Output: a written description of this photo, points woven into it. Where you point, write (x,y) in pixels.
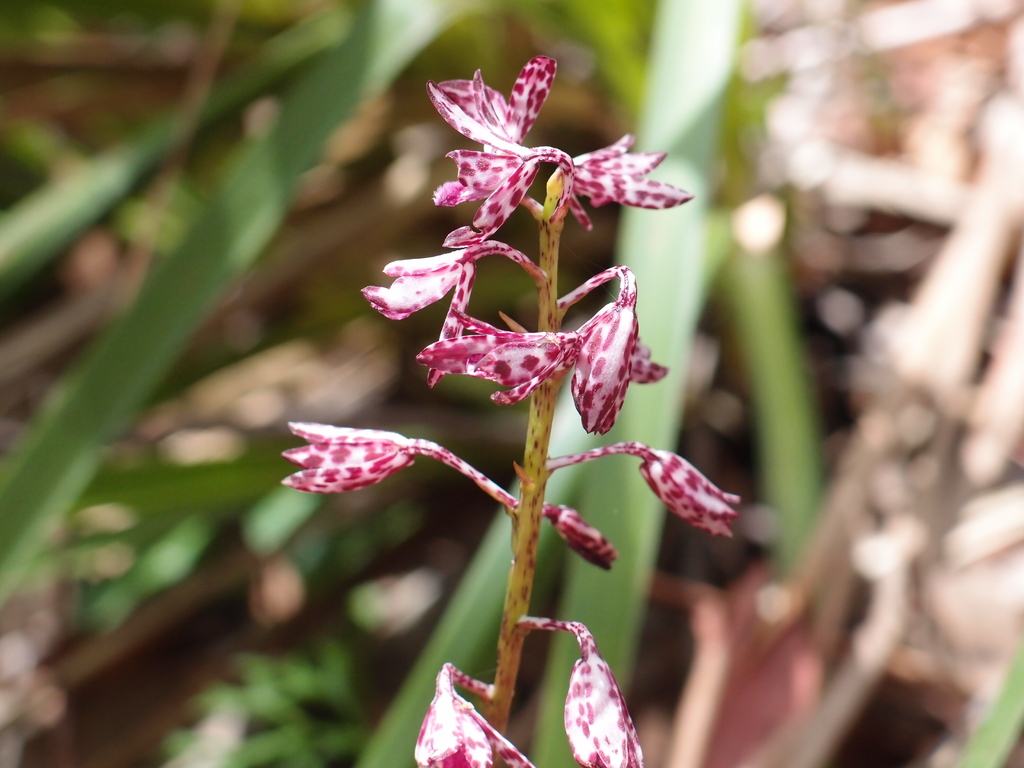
In this image there is a flower (556,506) in the center (567,494) and the background (274,217) is blurry.
